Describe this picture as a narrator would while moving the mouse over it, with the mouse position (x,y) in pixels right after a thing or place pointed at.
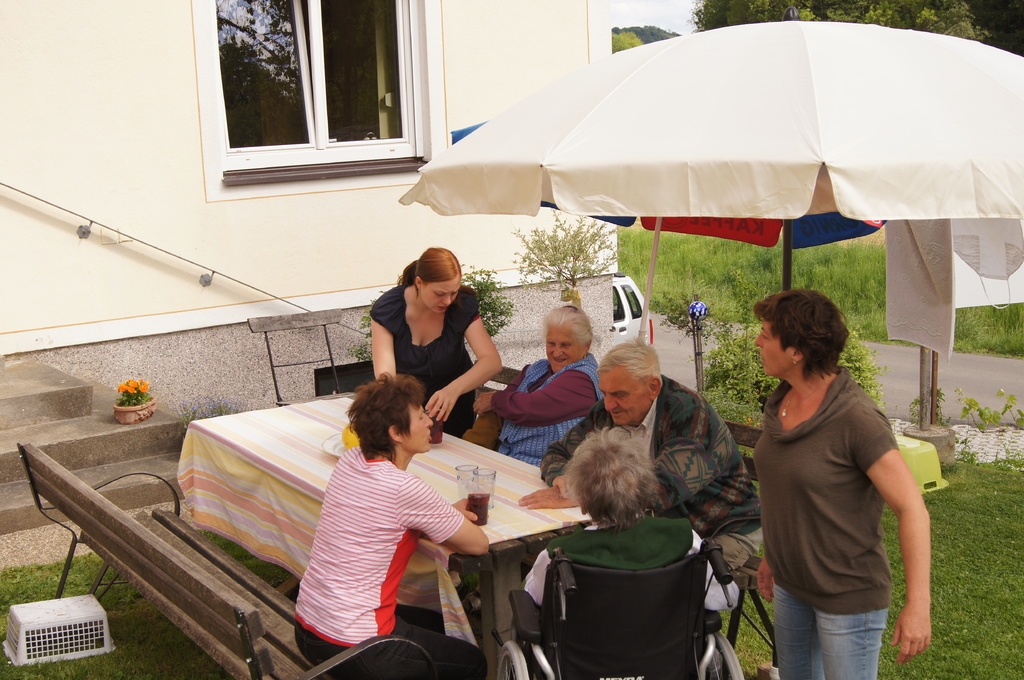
In this image there are group of people (522,420) sitting near the table (429,463) and the back ground (729,293) there is car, umbrella (829,204), plant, grass (989,334), building (327,214), tree (876,0), sky (657,16).
